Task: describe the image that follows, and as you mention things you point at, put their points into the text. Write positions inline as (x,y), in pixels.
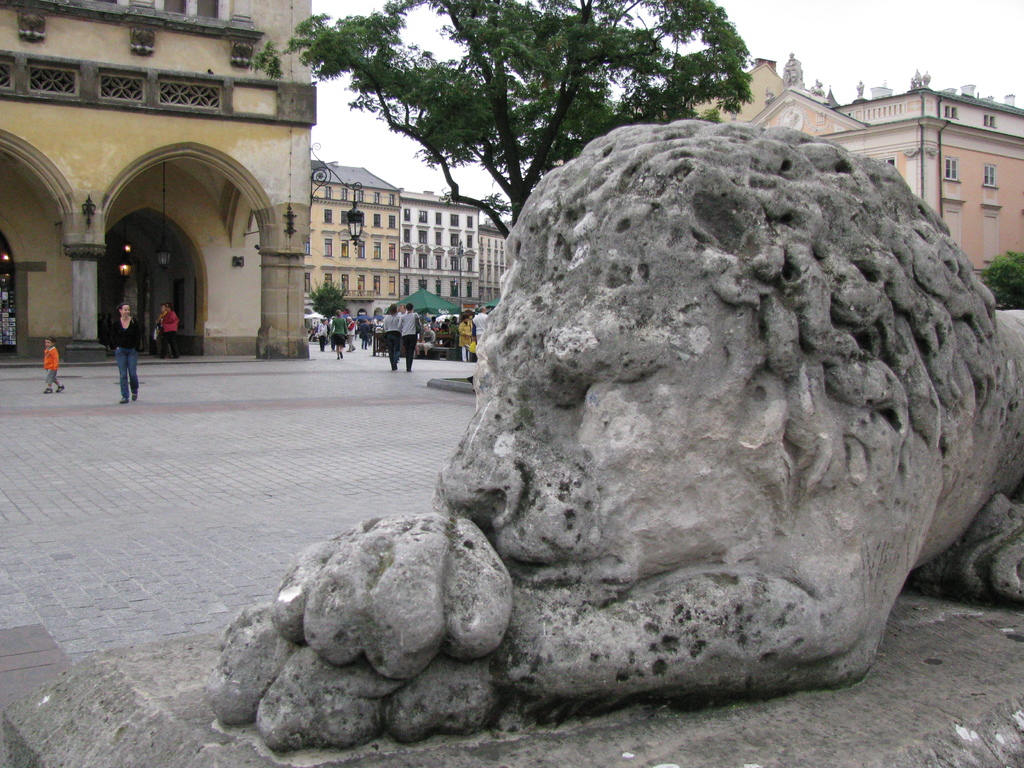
In this image I see a statue (512,500) over here and I see the path (407,382) on which there are number of people (395,306). In the background (220,333) I see number of buildings (886,132) and I see a tree (498,160) over here and I see the sky (875,40) and I see few more trees (1019,275).
